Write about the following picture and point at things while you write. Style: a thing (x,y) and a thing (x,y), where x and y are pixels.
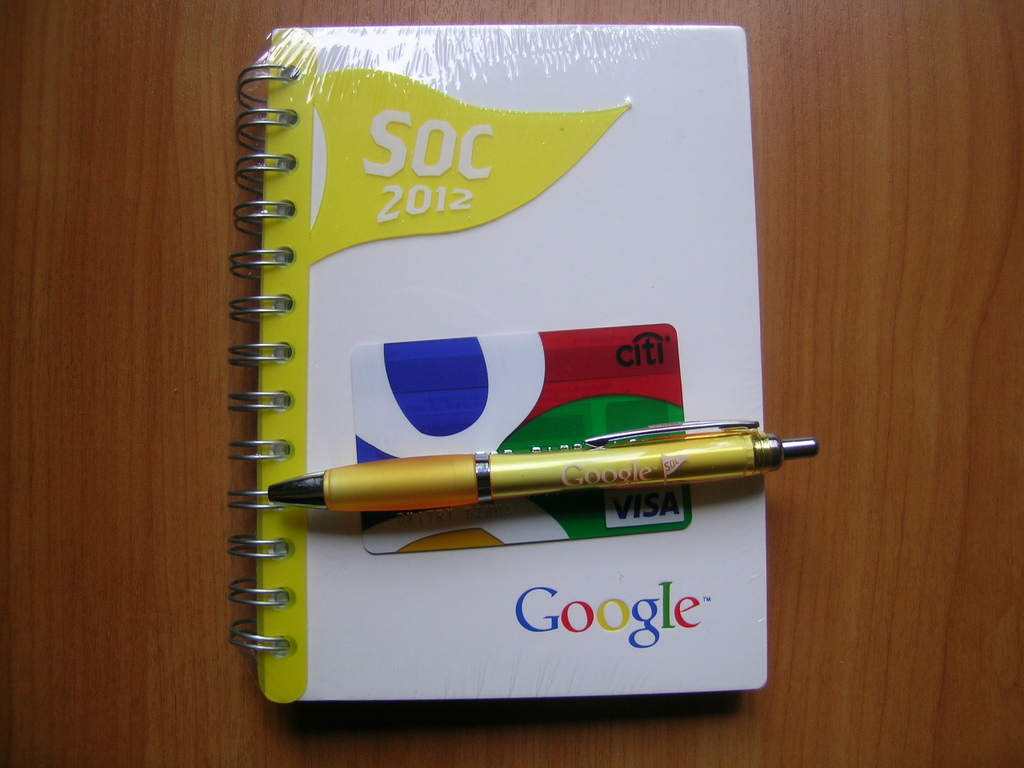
In this image, I can see a pen (445,502) and a card (495,425) on a book (471,289), which is on a wooden object (881,239).
